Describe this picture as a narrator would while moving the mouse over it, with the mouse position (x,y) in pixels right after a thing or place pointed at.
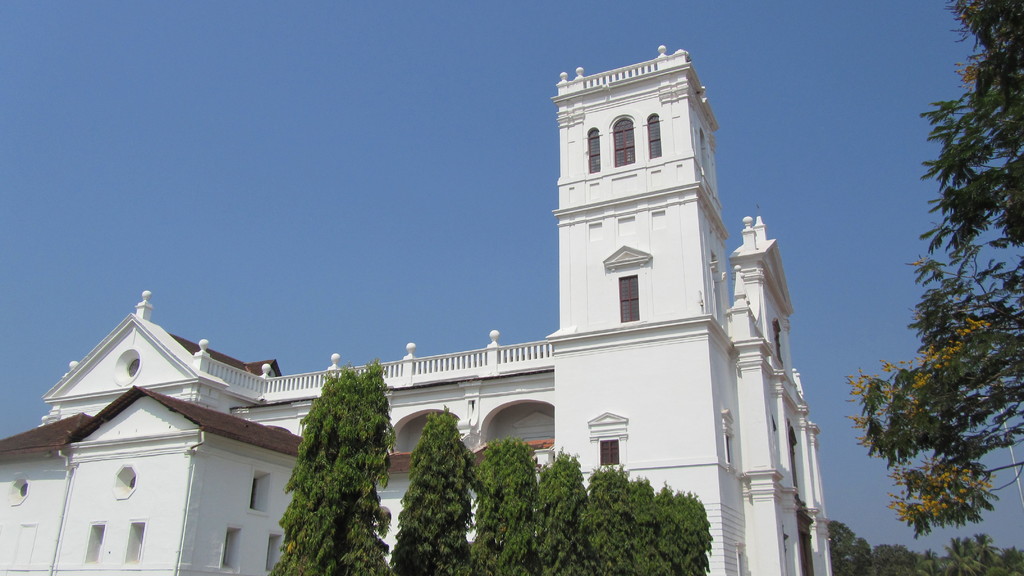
In this image we can see a building (279,412). In front of the building (719,517) we can see a group of trees (677,500). On the right side (964,245), we can see a tree (991,383) and a pole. In the bottom right (890,555) we can see few trees (876,564). At the top (298,180) we can see the sky (461,106).
